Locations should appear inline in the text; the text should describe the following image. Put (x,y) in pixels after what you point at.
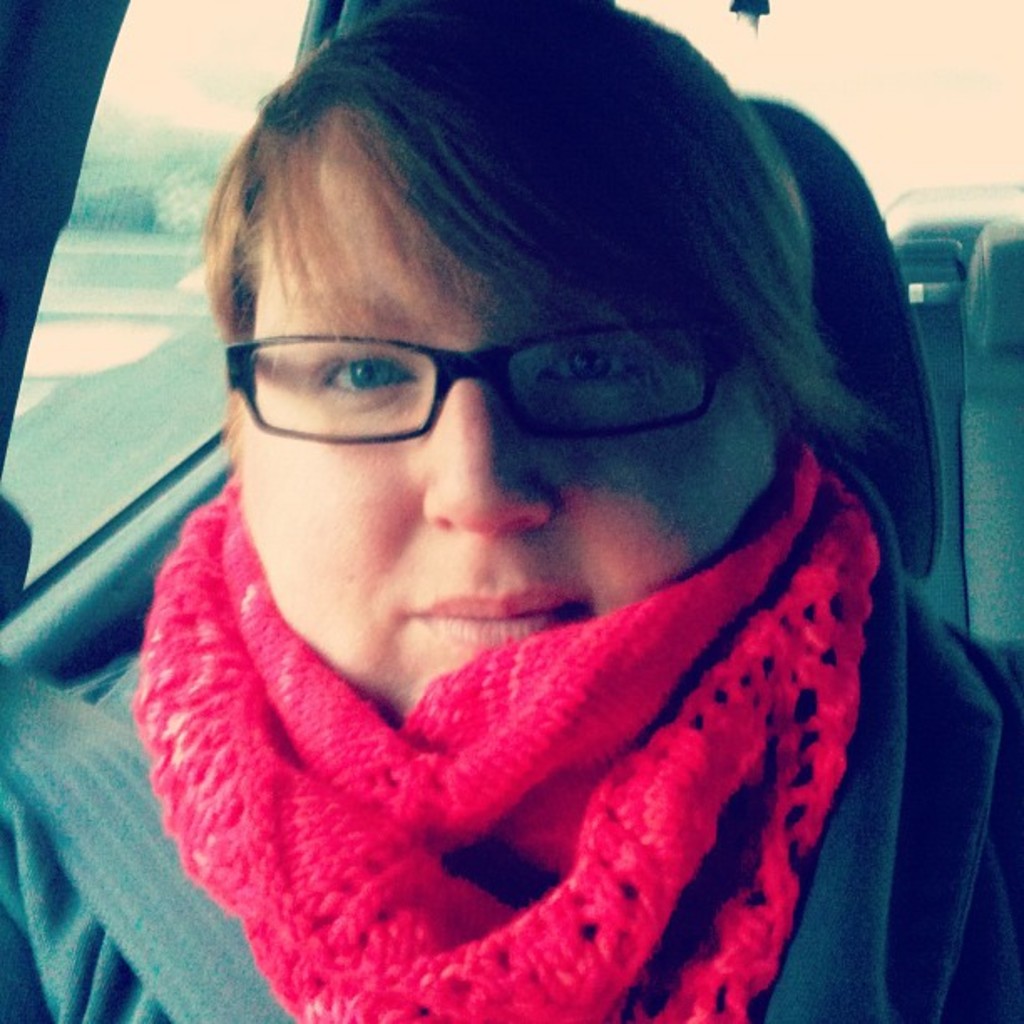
In this image there is one woman (347,468) who is sitting in a vehicle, and in the background (128,217) there are some plants (128,201).
